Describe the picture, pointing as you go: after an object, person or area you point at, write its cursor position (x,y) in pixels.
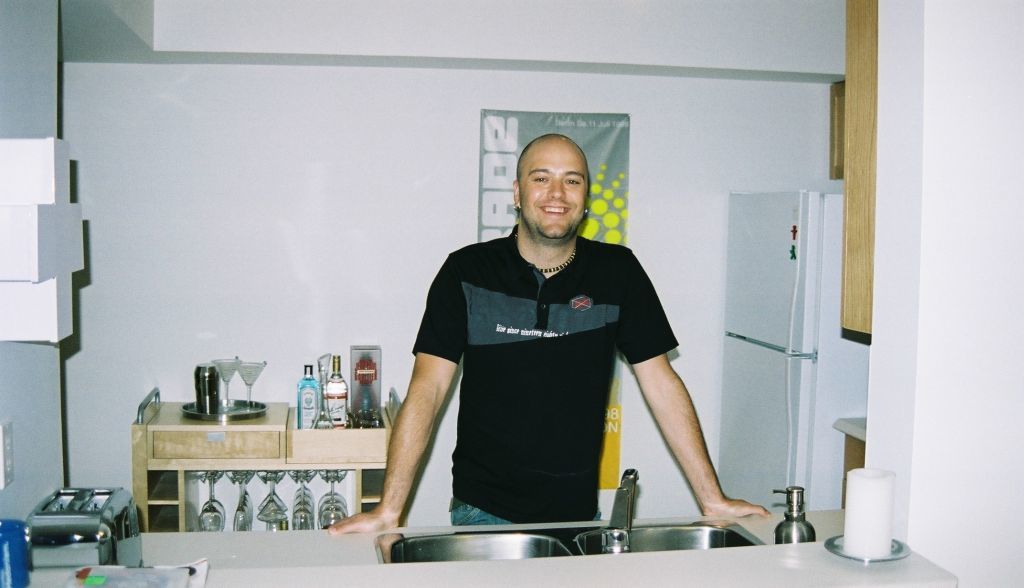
At the center of the image (560,372) there is a person (537,358) standing in front of the sink (447,544), which is on the kitchen platform (295,550). Behind him there is a table (235,450). On the table (297,446) there are some objects (324,389) placed. On the right side (814,329) there is a refrigerator (792,445). In the background (664,187) there is a wall (636,177).
